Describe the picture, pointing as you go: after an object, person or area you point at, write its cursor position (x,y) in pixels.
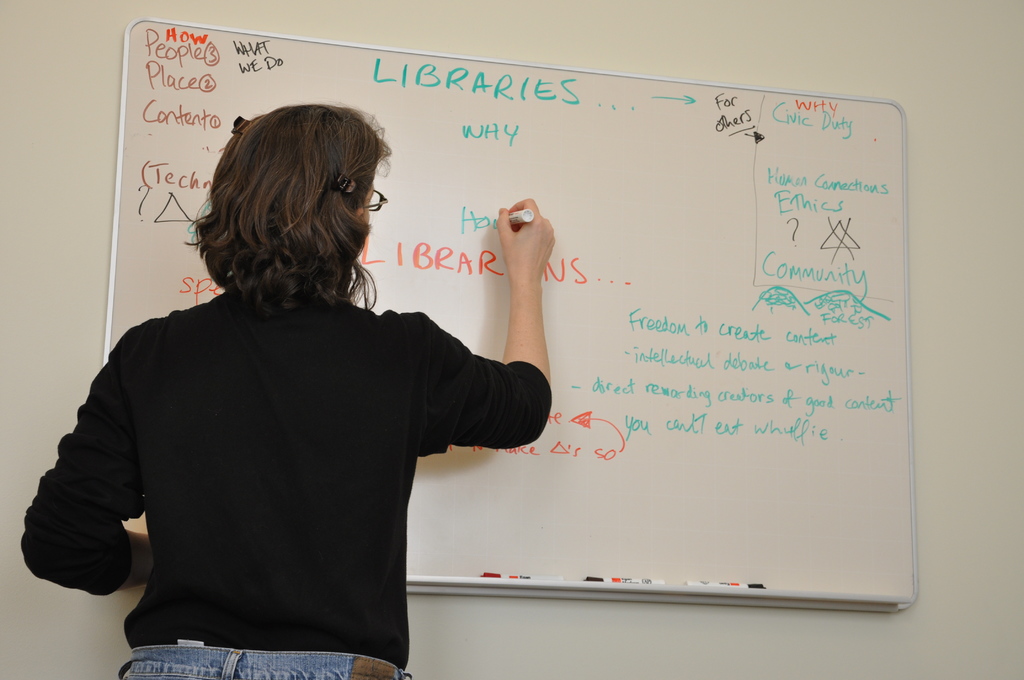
In the image I can see one person (330,448) is standing. In the background (625,457), I can see some written text (722,327) on the board (782,370).
